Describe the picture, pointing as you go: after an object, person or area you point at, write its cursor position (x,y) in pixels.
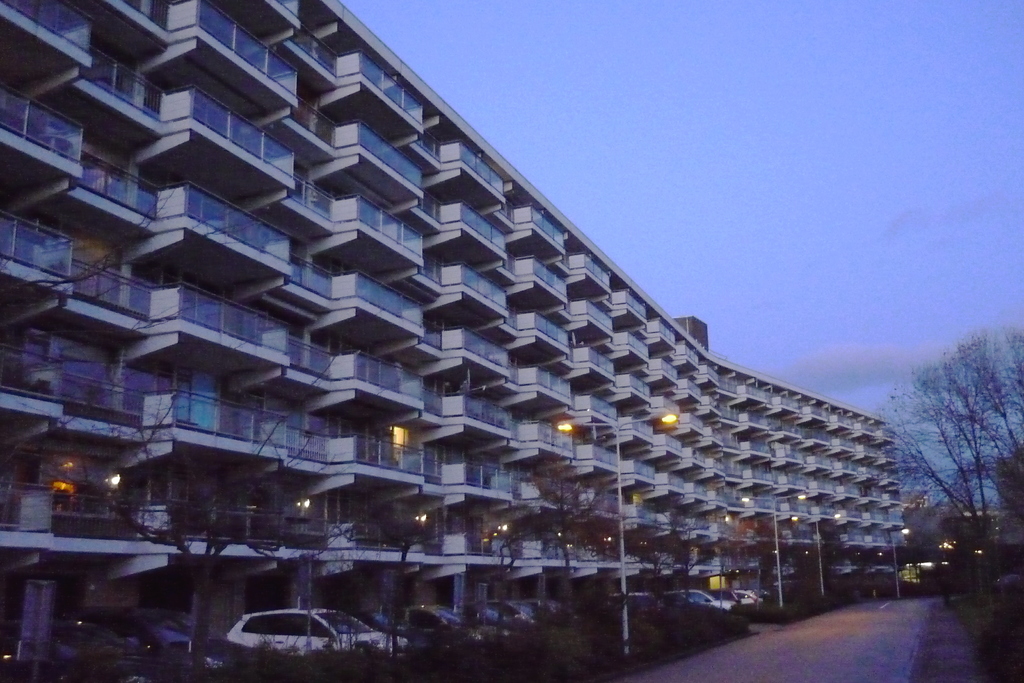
This image consists of a building (694,569). At the bottom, there are cars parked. And there are plants (801,605). To the right (995,544), there are trees (993,434). At the top (900,147), there are clouds (858,356) in the sky (797,274).
